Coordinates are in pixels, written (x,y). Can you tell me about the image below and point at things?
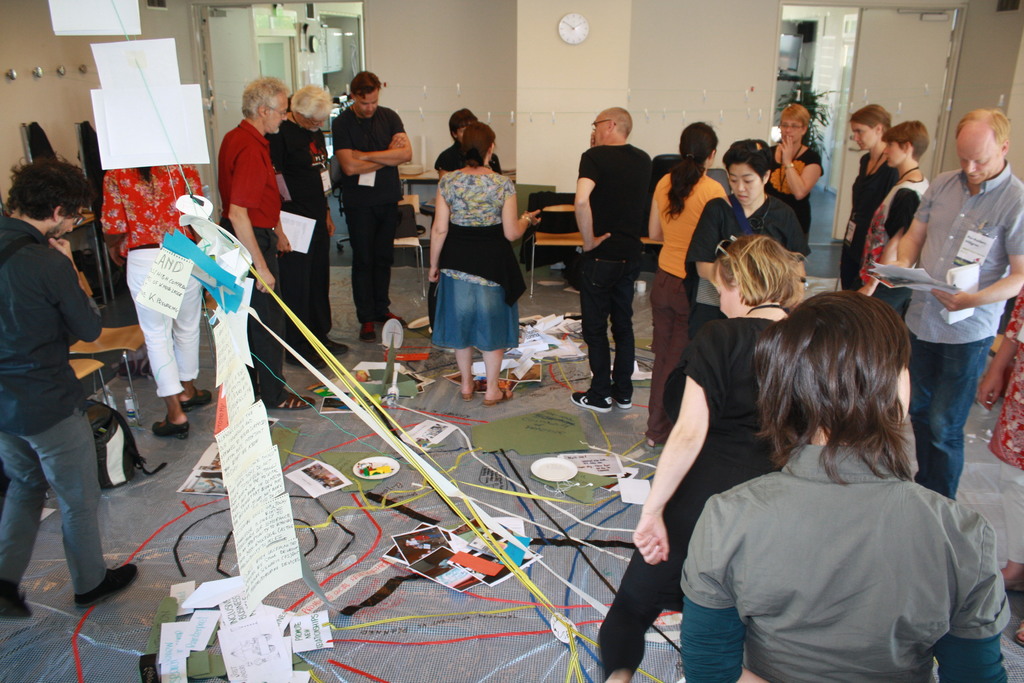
In this image, we can see some people (291,397) standing and we can see some papers (227,352), cables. In the background (19,42), we can see the wall (454,84) and we can see a clock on the wall (677,86).
